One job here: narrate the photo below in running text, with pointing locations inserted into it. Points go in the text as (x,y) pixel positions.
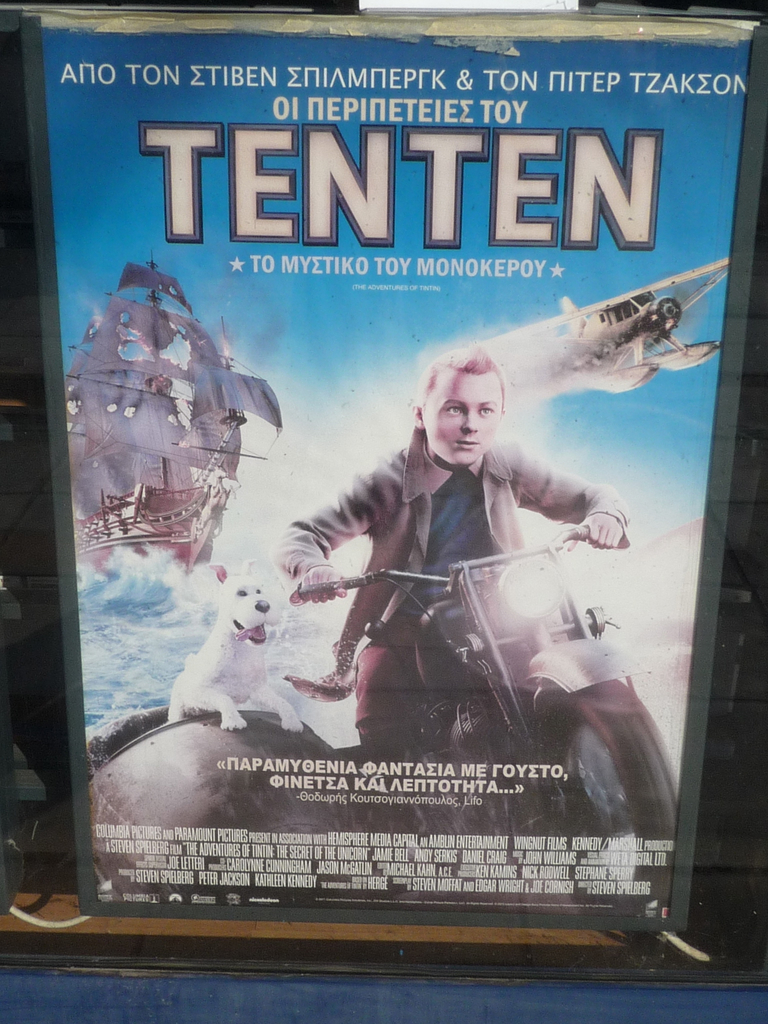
In this image there is a movie poster (374,580) on the display board (690,836) with some pictures (389,456) and text (391,226) on it.
